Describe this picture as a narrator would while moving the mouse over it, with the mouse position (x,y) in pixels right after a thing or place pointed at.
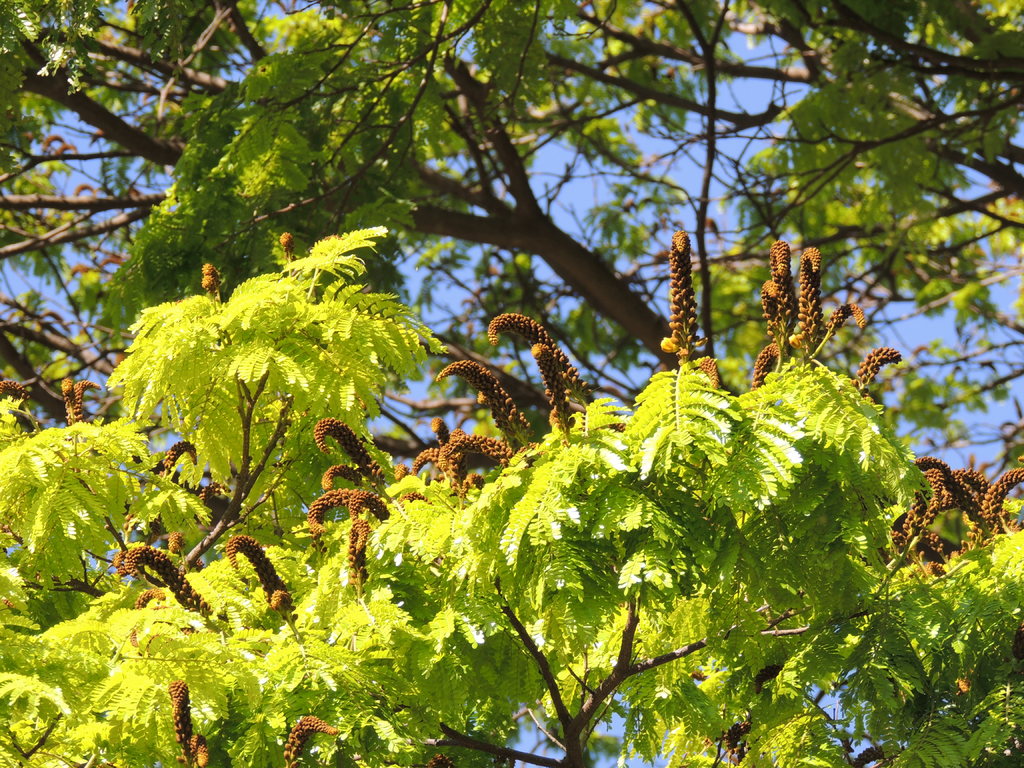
In the picture I can see trees (612,480). In the background (708,241) I can see the sky (772,188).
